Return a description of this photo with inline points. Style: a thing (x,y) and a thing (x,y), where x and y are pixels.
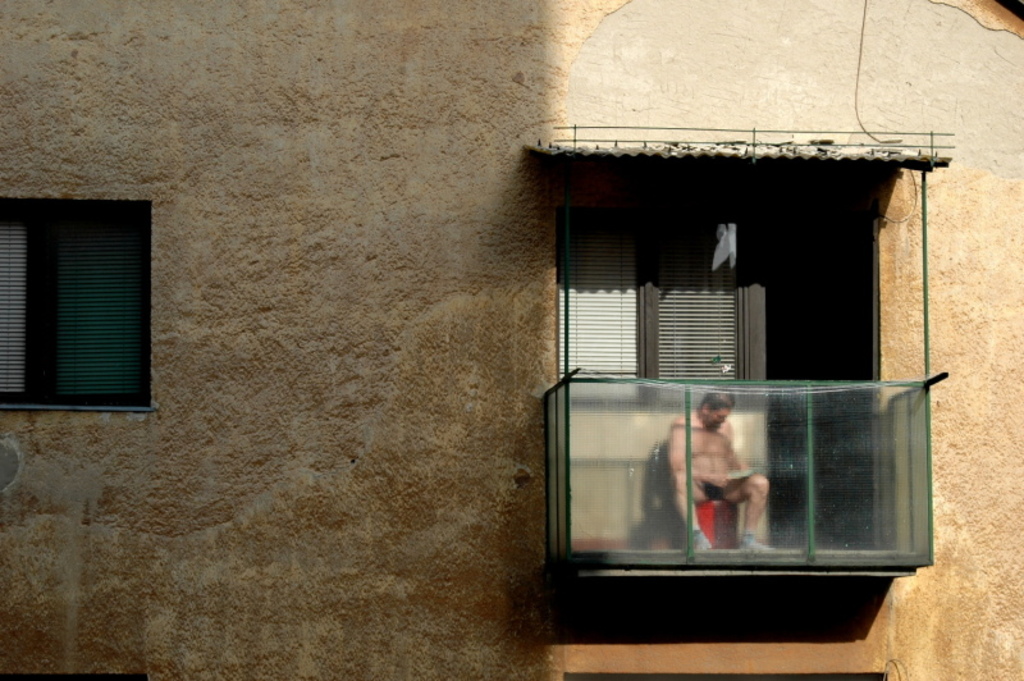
In the picture we can see a building wall (254,358) with a window (136,208) and a balcony door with a glass railing (838,435) to it and a person (707,481) sitting near it.
